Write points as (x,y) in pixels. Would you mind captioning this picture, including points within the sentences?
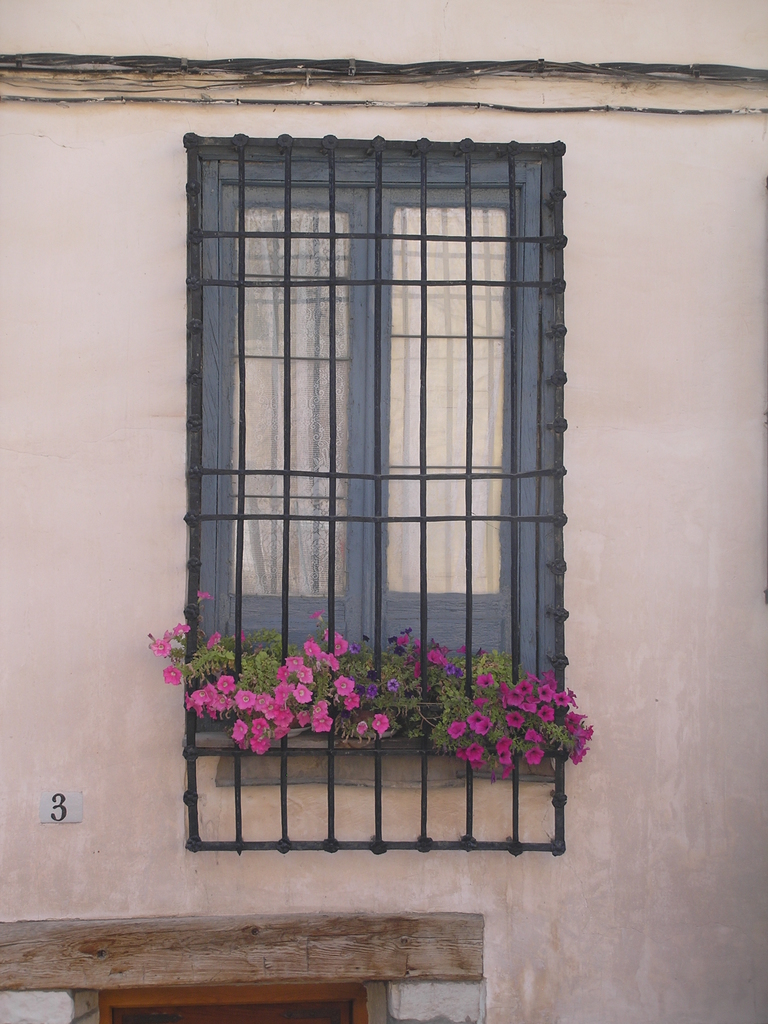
This image consists of a window (496,426) along with flowers (269,705) and small plants (269,719). In the front (421,400), we can see a grill (377,548) to the window (307,395). In the background (654,456), there is a wall (571,801) along with the wires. On the left (48,818), there is a small paper (65,820) on which '3' is written. At the bottom (430,972), we can see a wooden block (293,966).
